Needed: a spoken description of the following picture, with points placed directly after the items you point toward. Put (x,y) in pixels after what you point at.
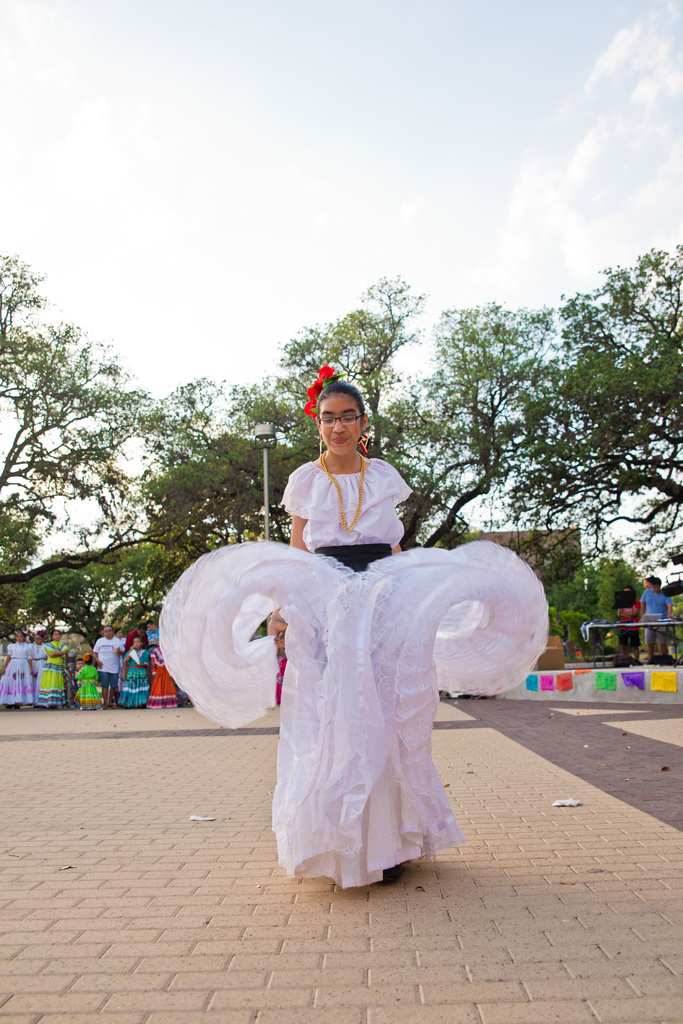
In this image there is a woman (370,680) standing. She is smiling. Behind her there are many people (93,662) standing on the floor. To the right (655,625) there is a table (646,628). There are people (659,601) standing at the table (659,625). In the background (602,478) there are trees (177,407) and a street light pole (264,442). At the top (319,166) there is the sky (319,166).
